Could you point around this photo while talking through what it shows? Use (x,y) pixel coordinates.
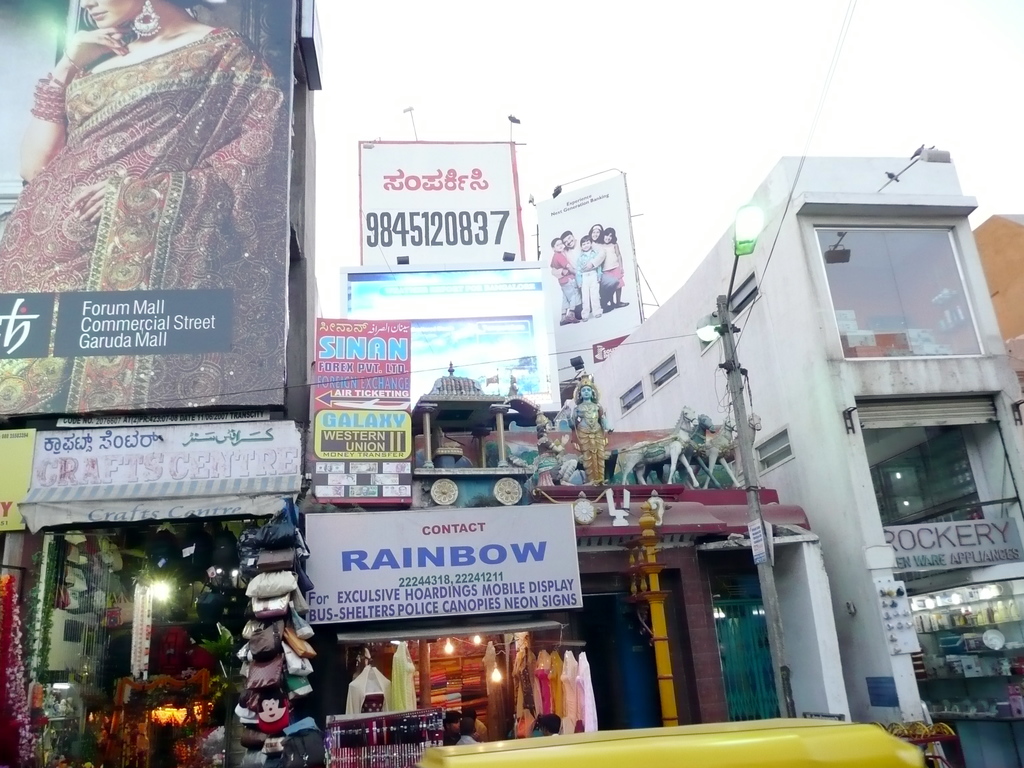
In this image, we can see some buildings (680,519). We can see a temple (599,556) with some statues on it. We can see some stores (515,643). We can also see some clothes (532,700), bags (289,616) and some boards (566,330) with text (553,216) and images (561,316). We can also see a yellow colored object (722,729) at the bottom (684,736). We can see some poles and the sky (825,59).
